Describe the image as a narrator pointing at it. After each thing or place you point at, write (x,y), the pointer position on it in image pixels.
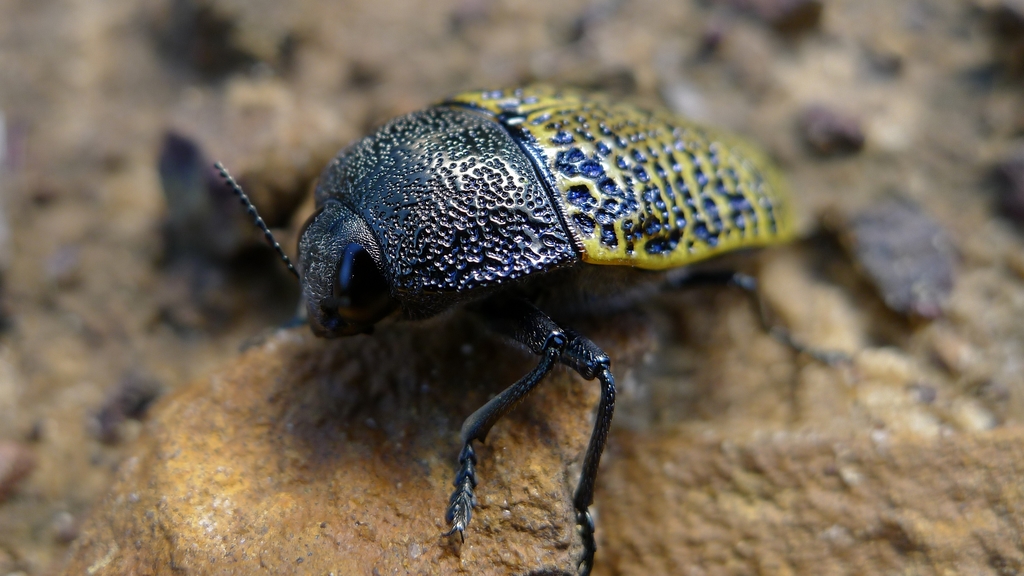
In this image we can see an insect (549,288) on the rock (567,477) and the background (224,86) is blurred.
